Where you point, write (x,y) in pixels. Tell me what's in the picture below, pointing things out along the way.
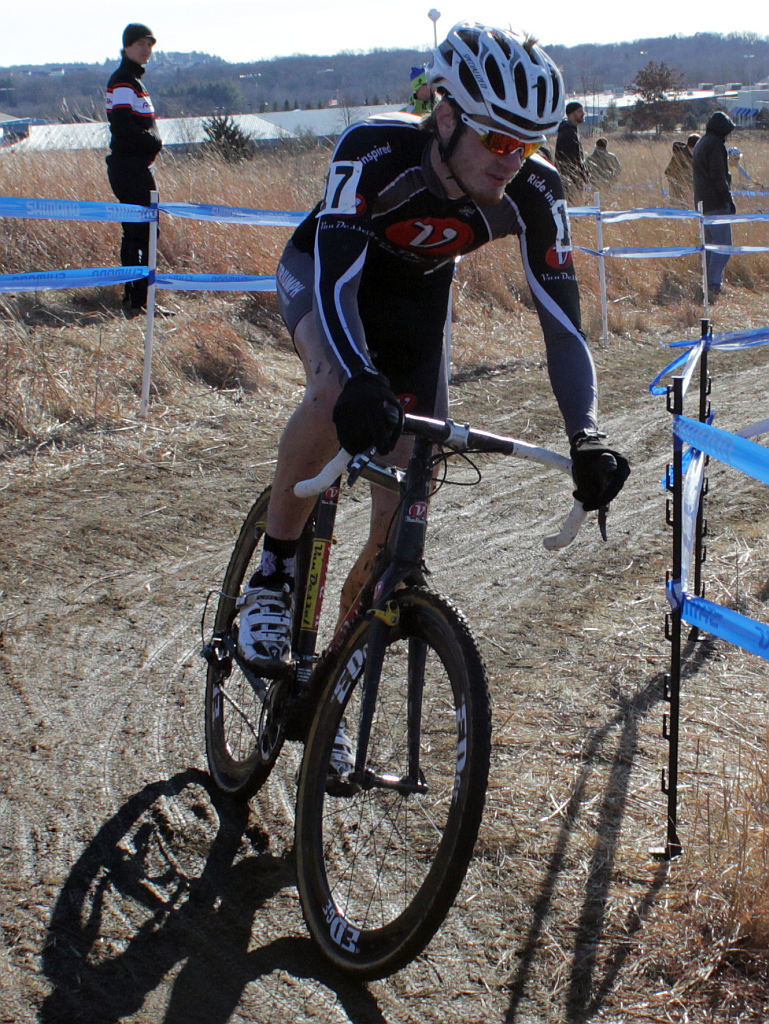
In the image there is a man (338,230) with helmet (482,85) and shoes (280,623) cycling on mud road (199,622), on either side of him there is fence (10,207), this seems to be a cycling competition, in the background (74,236) there are few people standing on the grassland (292,187) and above its sky (449,2).
